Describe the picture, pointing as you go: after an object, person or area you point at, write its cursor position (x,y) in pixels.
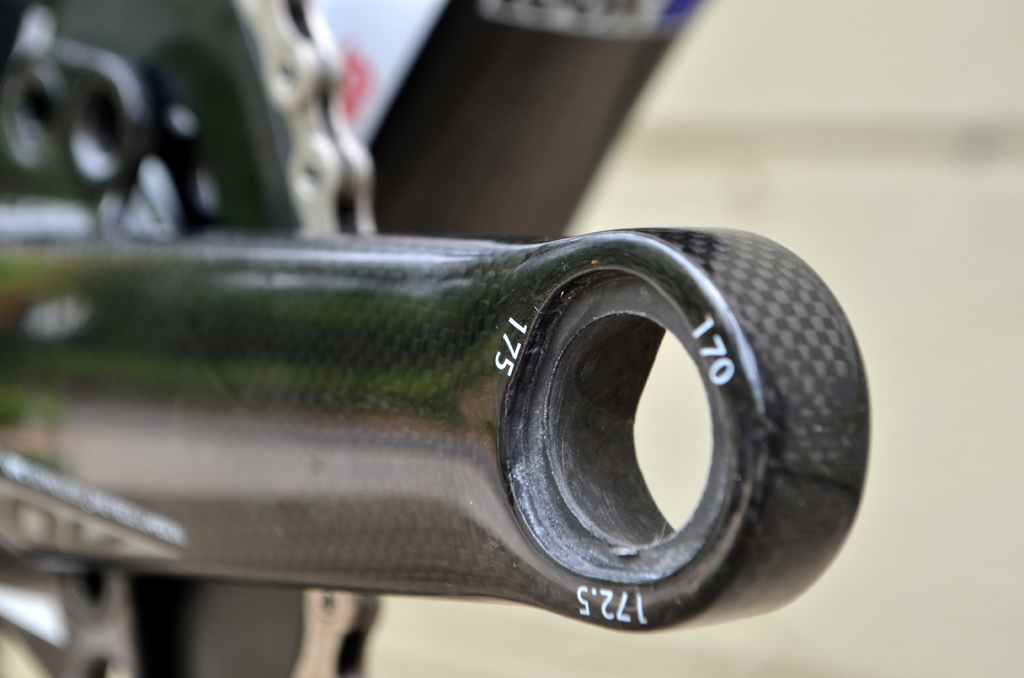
In this image there are few parts (253,277) of a bicycle (438,343). Background (809,216) is blurry.
